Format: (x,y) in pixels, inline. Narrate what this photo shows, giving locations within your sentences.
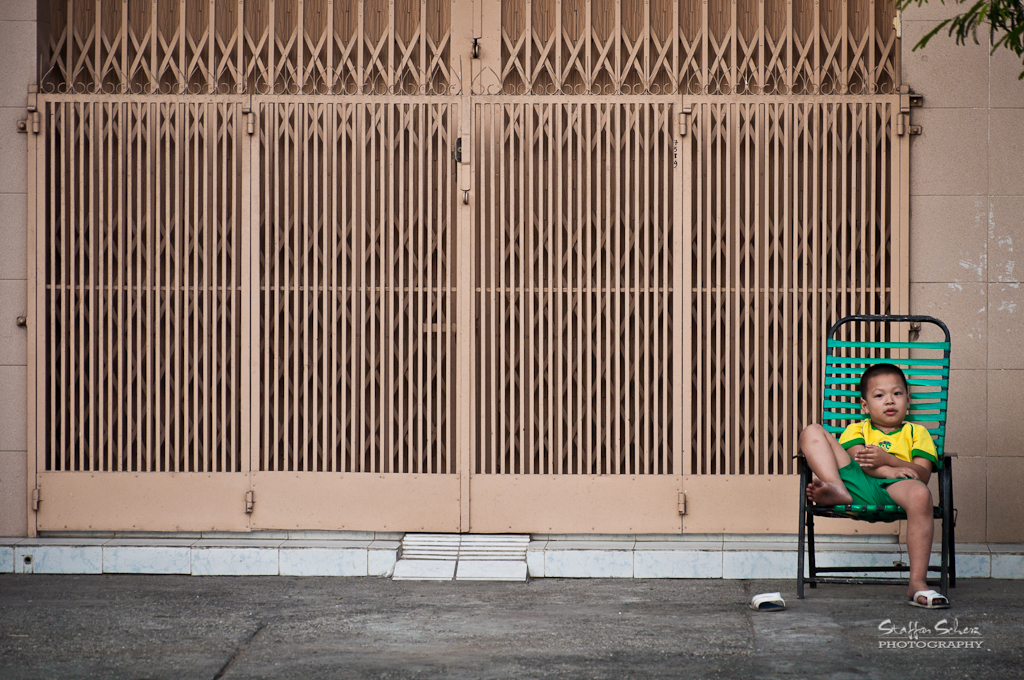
This picture is taken outside the building (537,355) where the boy (929,441) is sitting on a chair (942,426) at the right side (900,457). In the center (450,380) there is a gate (422,440) which is in the form of grill (458,71). At the right side (951,164) there is a wall (968,133) of the building (953,184) and some leaves (992,17).
